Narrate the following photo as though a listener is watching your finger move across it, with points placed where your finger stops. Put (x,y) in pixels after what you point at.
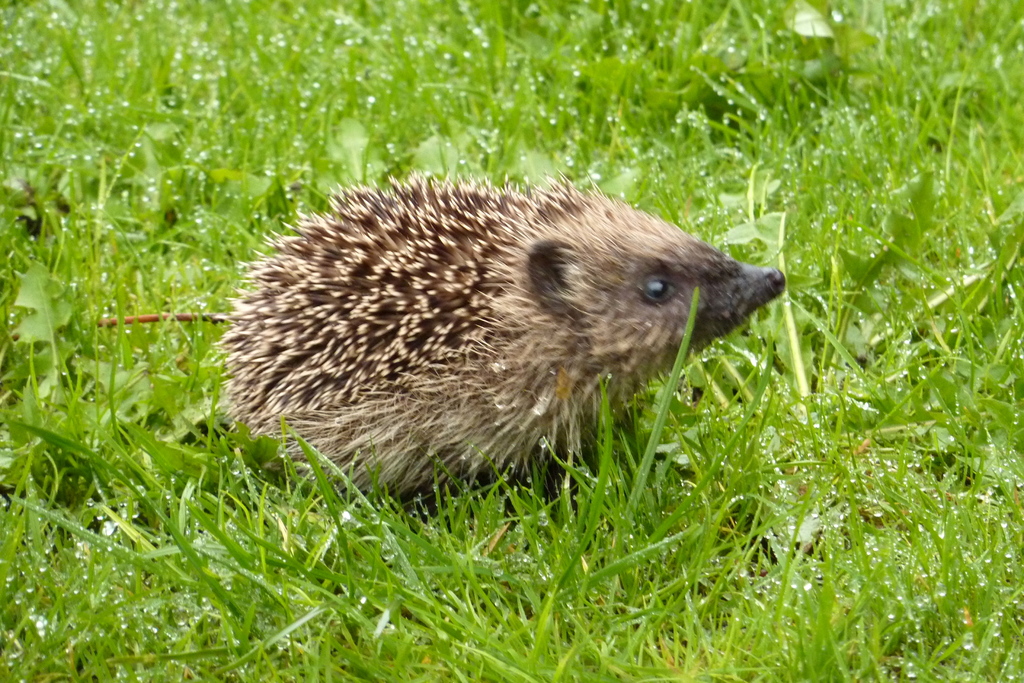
In the image on the ground (813,390) there is grass (695,185) and also there are small plants (834,425). In the middle of the grass (188,392) there is an animal (543,348) which is in brown color.
